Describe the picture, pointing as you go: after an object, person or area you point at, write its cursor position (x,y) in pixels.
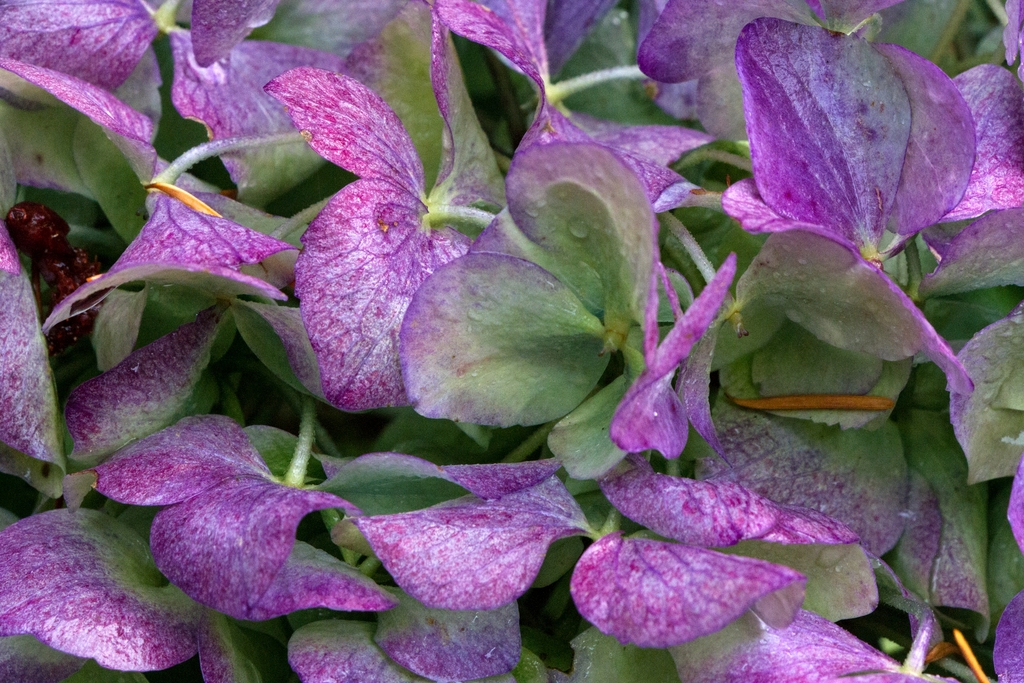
In this image we can see many flowers (463,309) to a plant (649,208).
